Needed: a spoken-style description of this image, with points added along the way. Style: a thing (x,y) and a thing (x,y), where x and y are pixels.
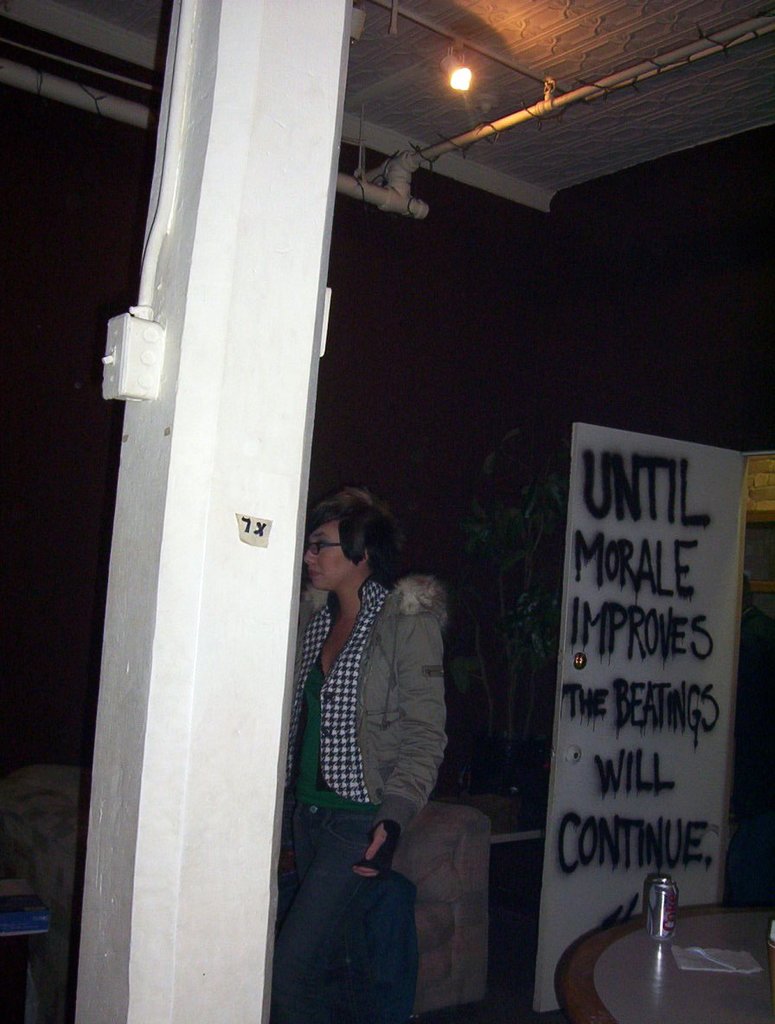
This picture is clicked inside a room (509,309). At the center (412,682) there is a woman (386,718) standing. Behind her this is a couch (437,884) and beside to it there is a house plant (504,761), a board (565,774) with text (603,773) on it. At the below right corner of the image (692,924) there is a table (652,980) and on it there are tissues (718,953) and drink can (661,906). To the left corner of the image (198,811) there is a pillar (194,693) and a power socket (135,366) to it. In the background (79,240) there is wall (76,219) and lights (467,75).
